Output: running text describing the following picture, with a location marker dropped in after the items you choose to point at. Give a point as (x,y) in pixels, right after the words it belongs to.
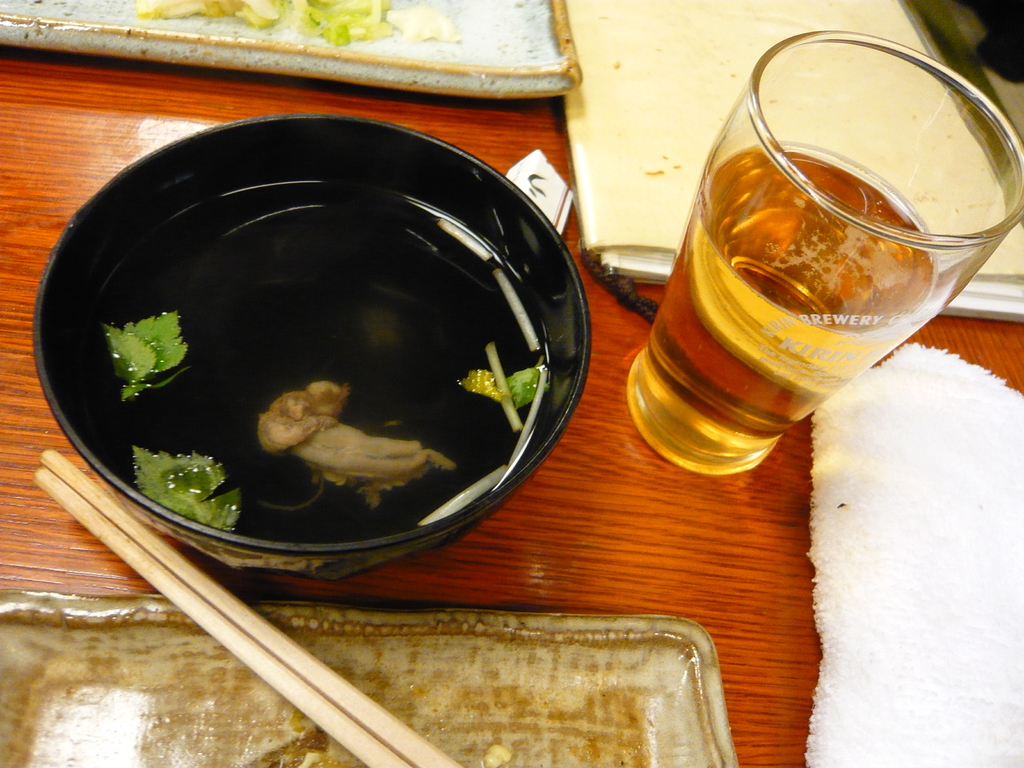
In this picture we can see a bowl (281,192), glass (742,407), chopsticks (262,645) and other things (611,137) on the table (594,533), and also we can see drink (710,325) in the glass (726,300).
